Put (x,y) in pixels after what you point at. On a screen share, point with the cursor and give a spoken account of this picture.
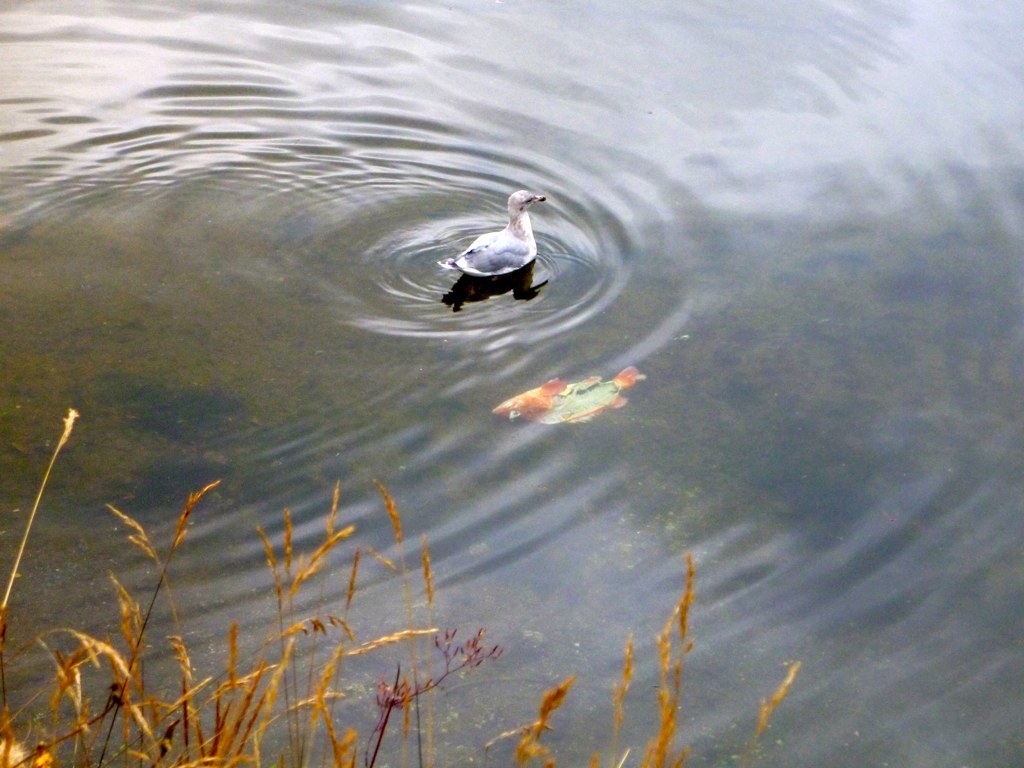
In this image we can see there is a gull (483,251) on the water (516,377) and there is a fish (561,401) in the water (679,495). At the bottom of the image (255,672) there is a grass (108,648).
